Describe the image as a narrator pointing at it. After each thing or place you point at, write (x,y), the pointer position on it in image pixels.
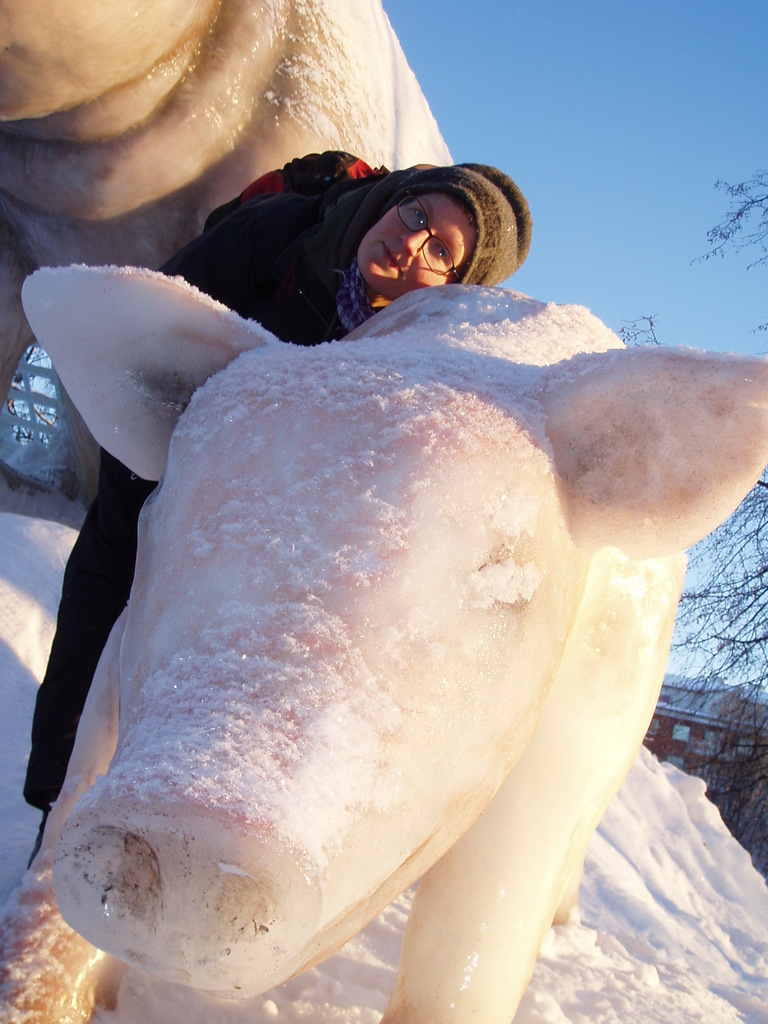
A woman (303,304) is standing, she wore sweater (313,294) and here it's an ice (477,714) which is in the shape of a pig (393,715).
